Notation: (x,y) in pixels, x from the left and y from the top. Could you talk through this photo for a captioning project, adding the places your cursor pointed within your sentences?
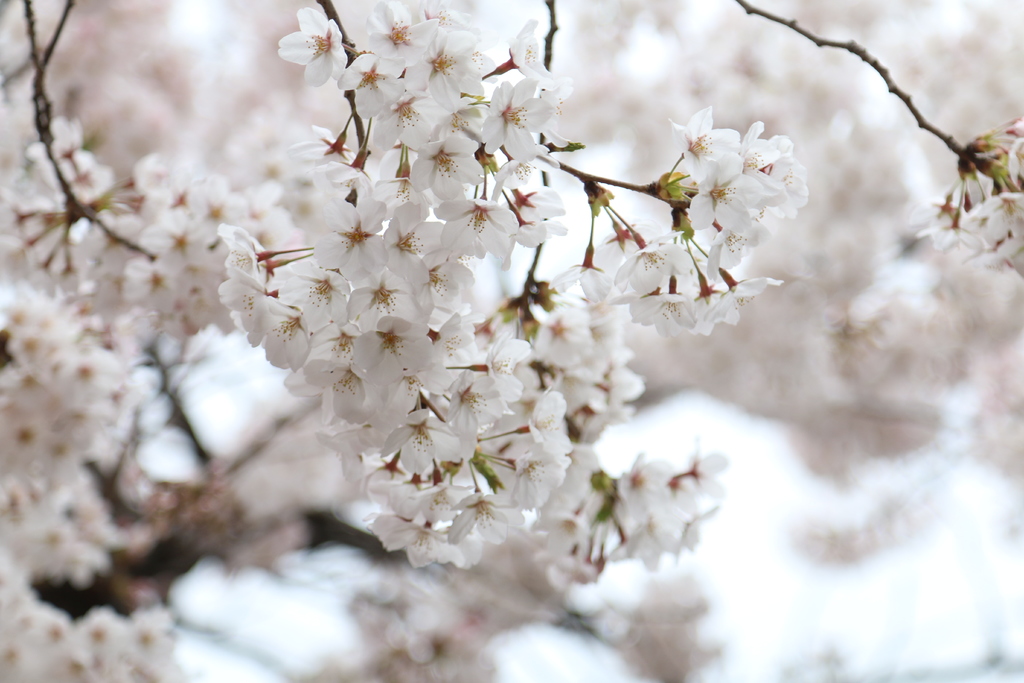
In the image we can see there are white flowers (473,262) on the plant (552,212) and behind there are flowers (850,285). Background of the image (986,413) is blurred.
